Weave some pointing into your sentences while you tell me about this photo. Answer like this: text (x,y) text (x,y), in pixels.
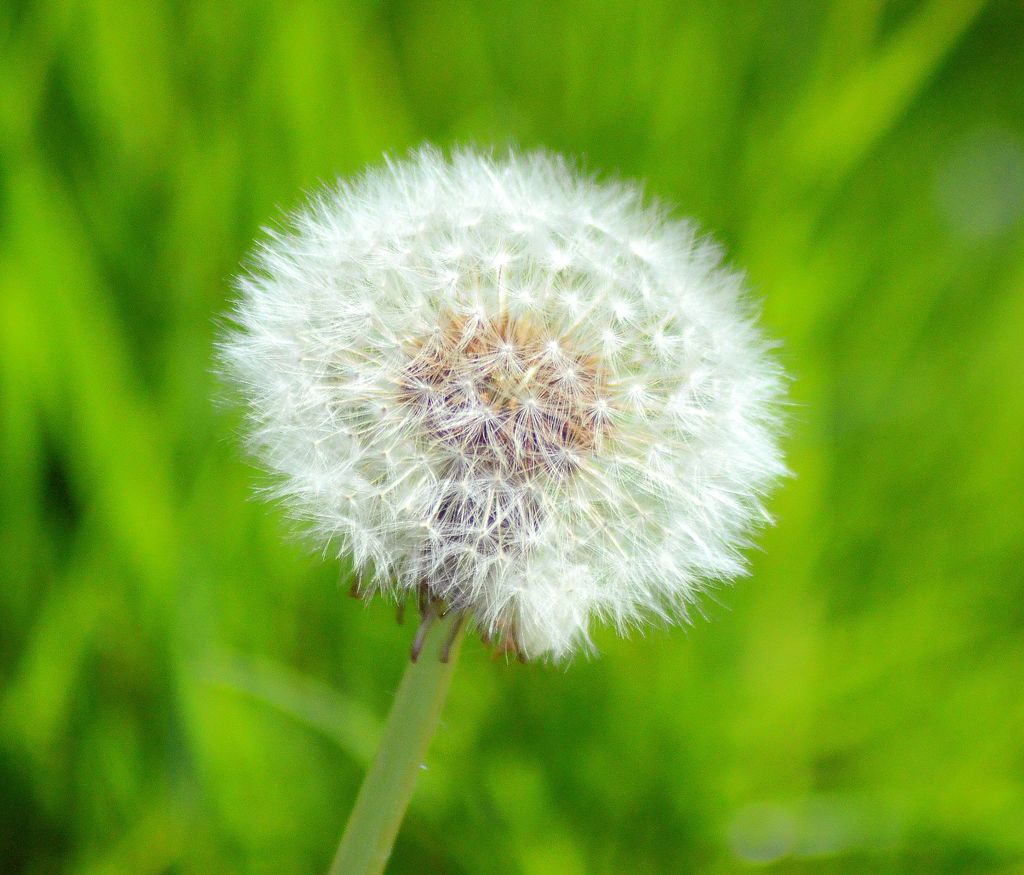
In this image we can see a flower (520,402) which is in white color and in the background (275,537) image is blur.
